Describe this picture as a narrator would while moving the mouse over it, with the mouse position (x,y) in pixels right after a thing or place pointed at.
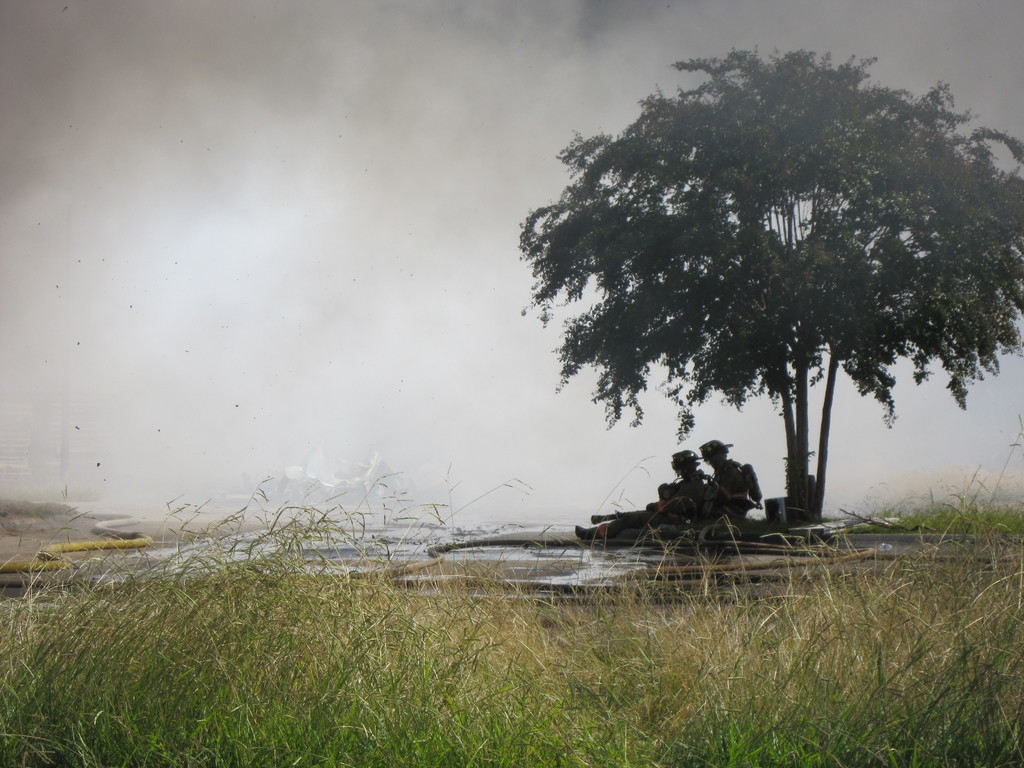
In this image we can see two persons (656,525) under a tree (766,347). Beside the persons (632,514) we can see the pipes (103,534). Behind the persons (687,519) we can see the smoke (363,349). At the bottom (364,687) we can see the grass (525,618).
